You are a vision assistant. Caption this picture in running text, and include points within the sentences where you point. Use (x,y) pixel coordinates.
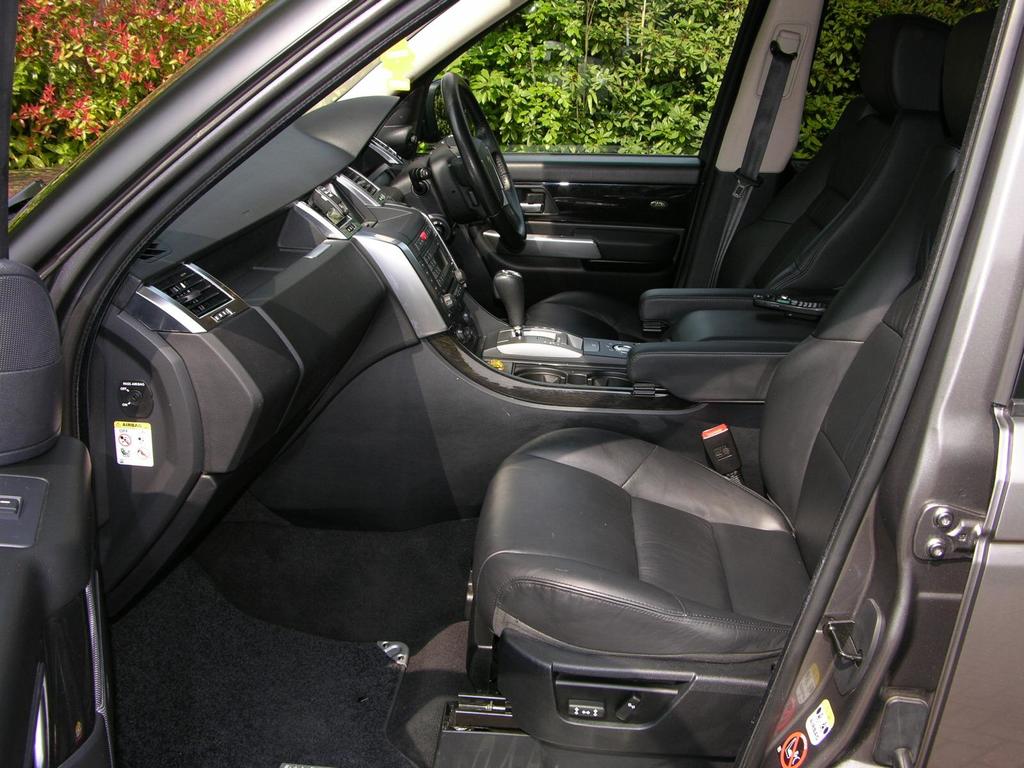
This is the inner view of a car (518,184). There are plants (110,69) at the back (94,88).
